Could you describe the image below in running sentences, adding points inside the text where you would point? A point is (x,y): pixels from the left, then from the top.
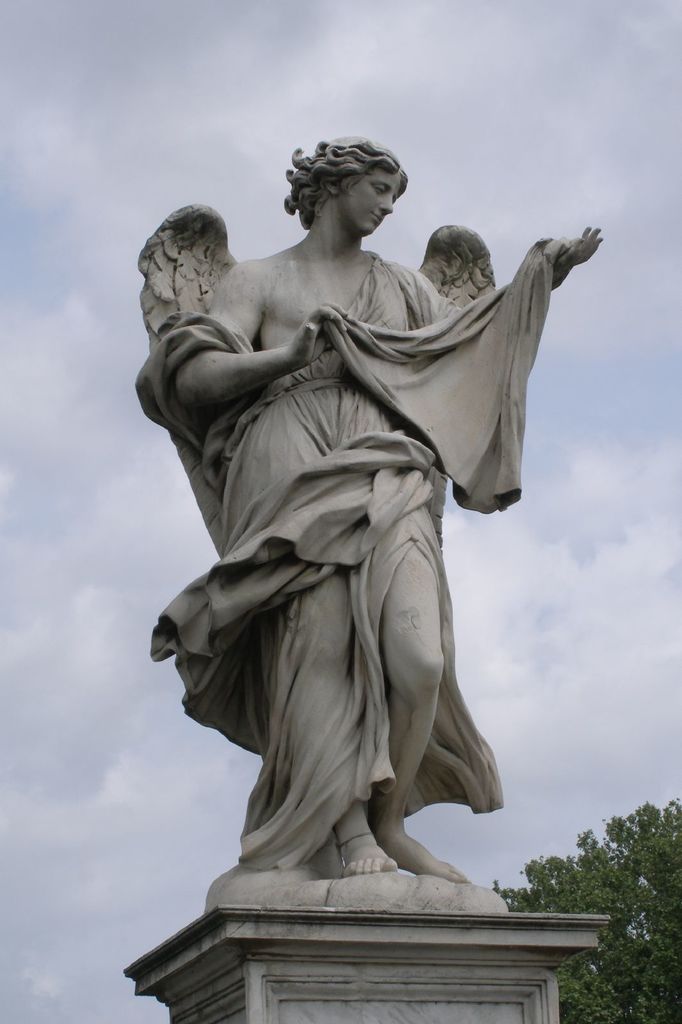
In this picture we can observe a statue of a woman (309,518). This statue (338,646) is in grey color. In the background (598,882) we can observe a tree (590,886) and a sky (127,660) with some clouds (75,48).
